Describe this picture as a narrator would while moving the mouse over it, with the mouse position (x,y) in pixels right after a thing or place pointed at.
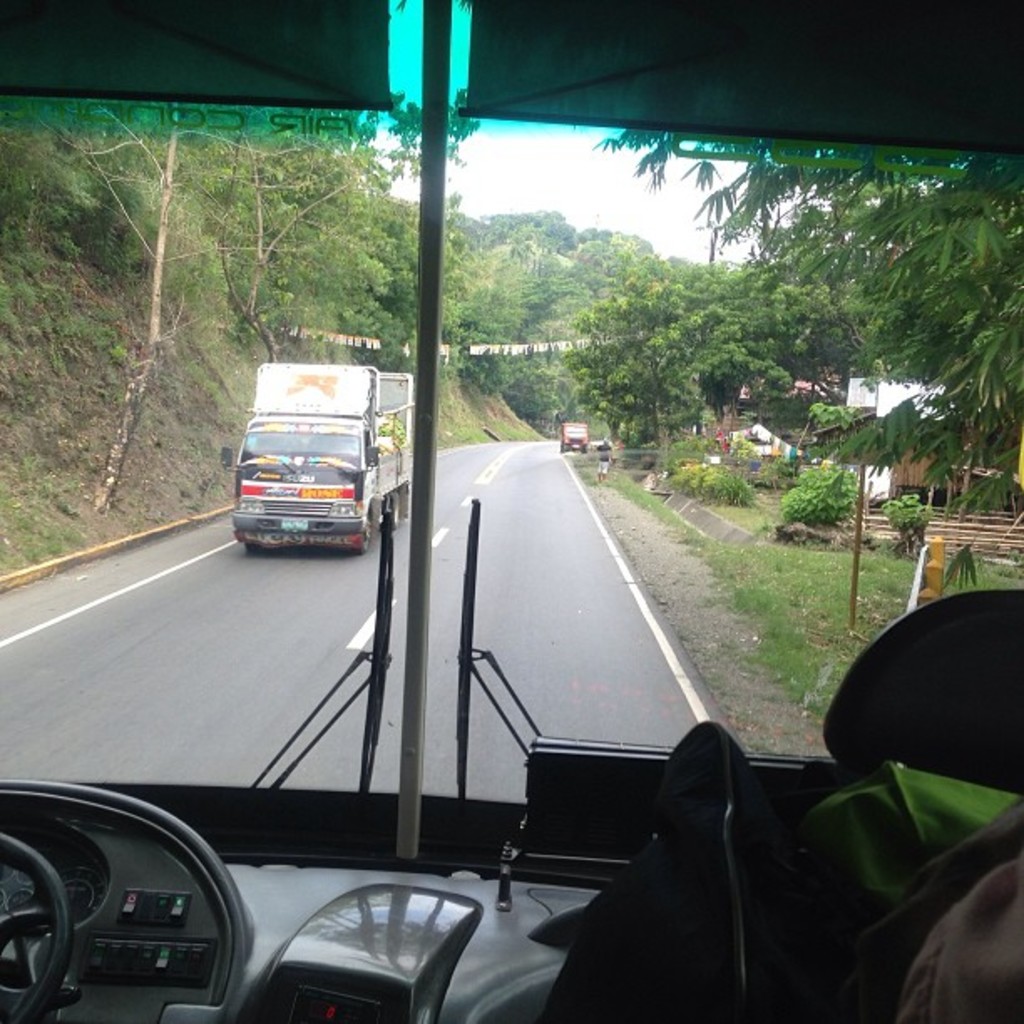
In this picture there is a interior of a vehicle (425,898) and there is a steering (39,923) in the left corner (40,956) and there are two vehicles (358,442) on the road (492,455) in front of it and there are trees (411,303) on either sides of it.
